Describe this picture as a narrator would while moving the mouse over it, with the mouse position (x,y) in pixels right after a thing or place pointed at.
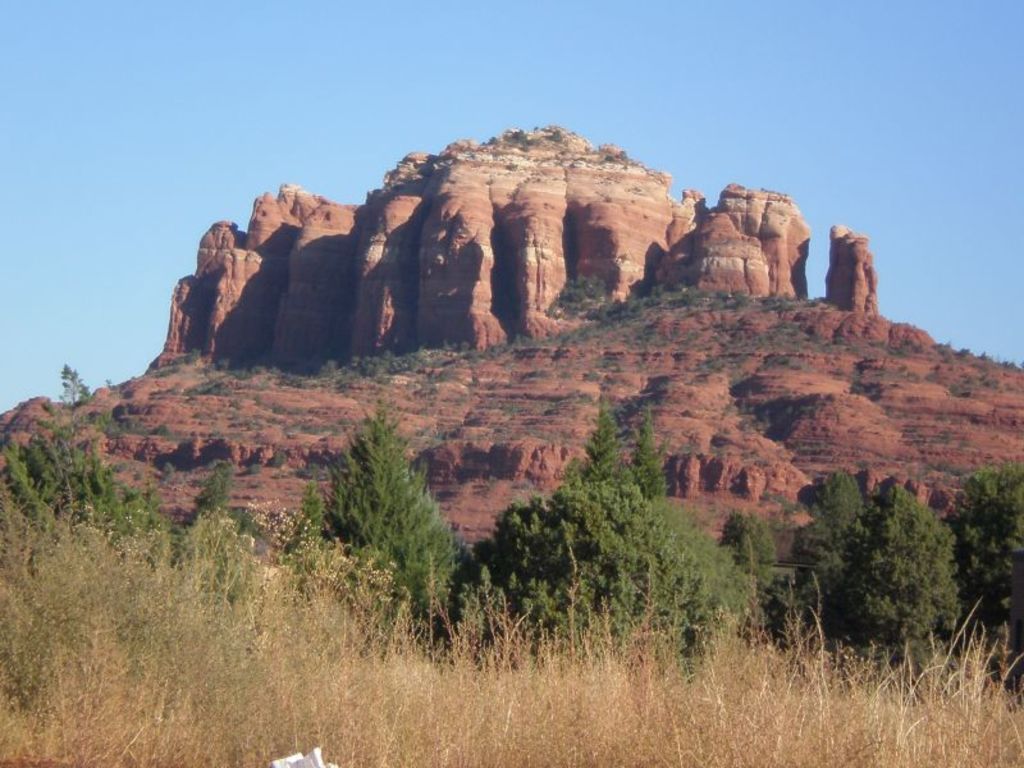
In the image there is a mountain (363,264) with huge rocks (570,231) and in front of the mountain (466,468) there are some trees (420,529) and dry plants (347,670).
